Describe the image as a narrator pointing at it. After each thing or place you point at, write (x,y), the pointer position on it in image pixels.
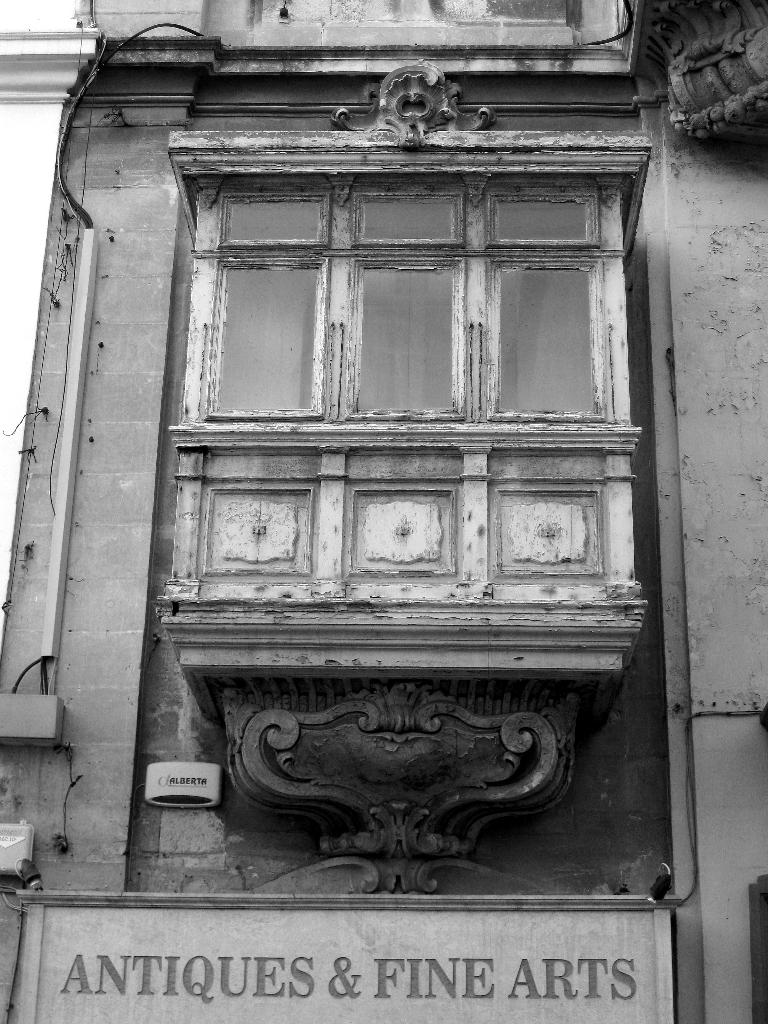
This is a black and white image. At the bottom (136,963) there is a board (313,972) on which I can see some text (115,979). In the middle of the image (263,498) there is a wooden box (293,258) attached to the wall (129,518).
